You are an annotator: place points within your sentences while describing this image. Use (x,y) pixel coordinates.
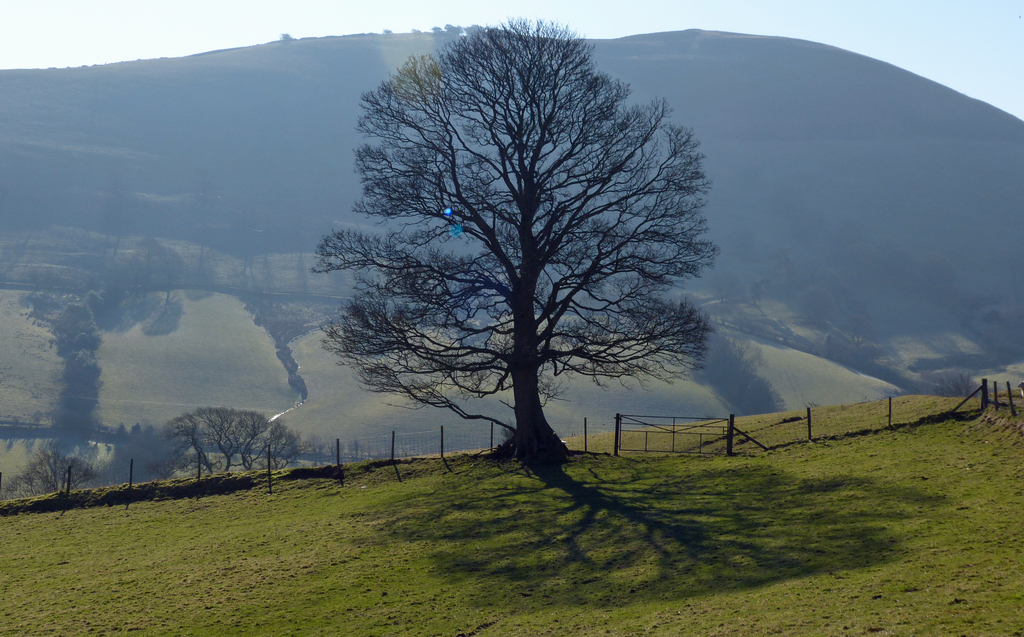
In this image there are trees (536,437). There is a wooden fence (618,448). There are poles (987,400). At the bottom of the image (636,561) there is grass (572,546) on the surface (690,531). In the background of the image (283,96) there are mountains (982,193). At the top of the image (867,29) there is sky (948,40).
